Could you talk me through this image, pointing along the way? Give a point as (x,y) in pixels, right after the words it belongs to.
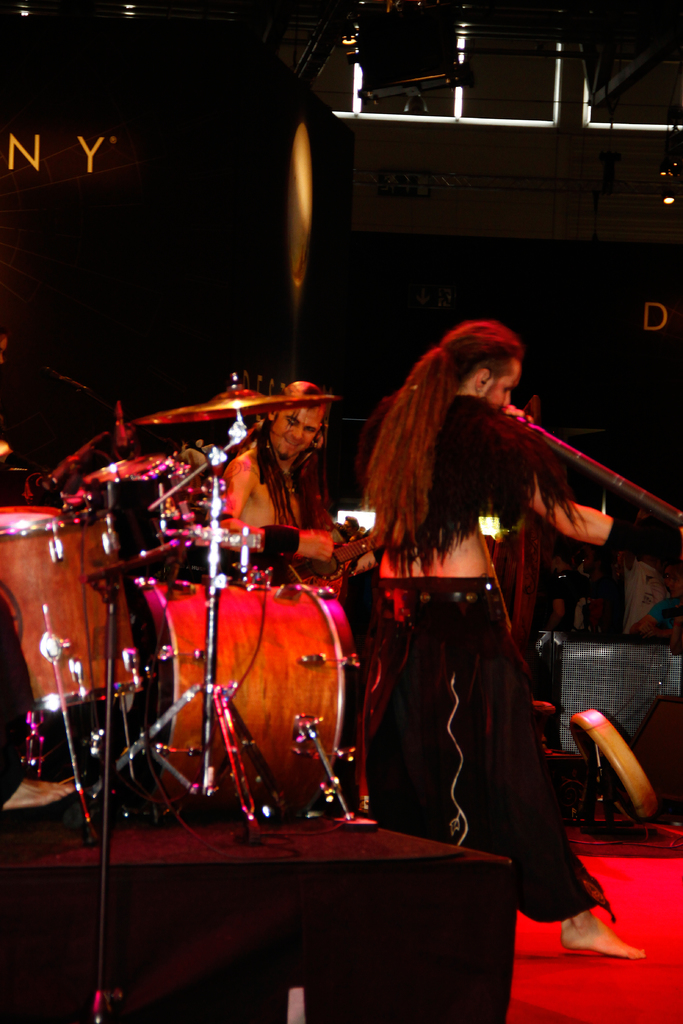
In this picture two guys (472,496) are playing musical instruments (235,634), in the background (124,327) the curtain (122,371) is black in color.
